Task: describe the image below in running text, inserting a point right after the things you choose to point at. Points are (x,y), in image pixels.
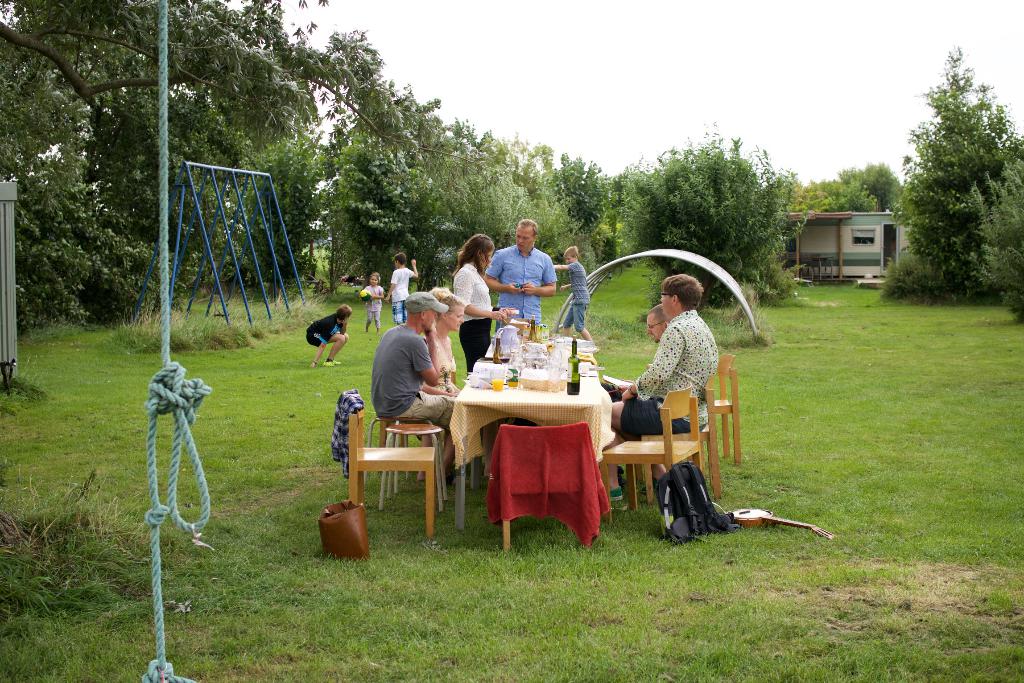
In the center of the image (530,415) there is a table (565,402) and we can see bottles (496,348), glasses (550,369) and some objects (519,367) placed on the table (513,396) and we can see people (650,400) sitting around the table (570,415). In the background (473,345) there are people (536,317) standing and some of them are playing. At the bottom (715,530) we can see bags (727,515) and a guitar (747,514) placed on the grass (470,625). On the left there is a rope (164,89). In the background (312,218) there are trees (356,70) and a shed (816,228). At the top (760,85) there is sky (644,64).
